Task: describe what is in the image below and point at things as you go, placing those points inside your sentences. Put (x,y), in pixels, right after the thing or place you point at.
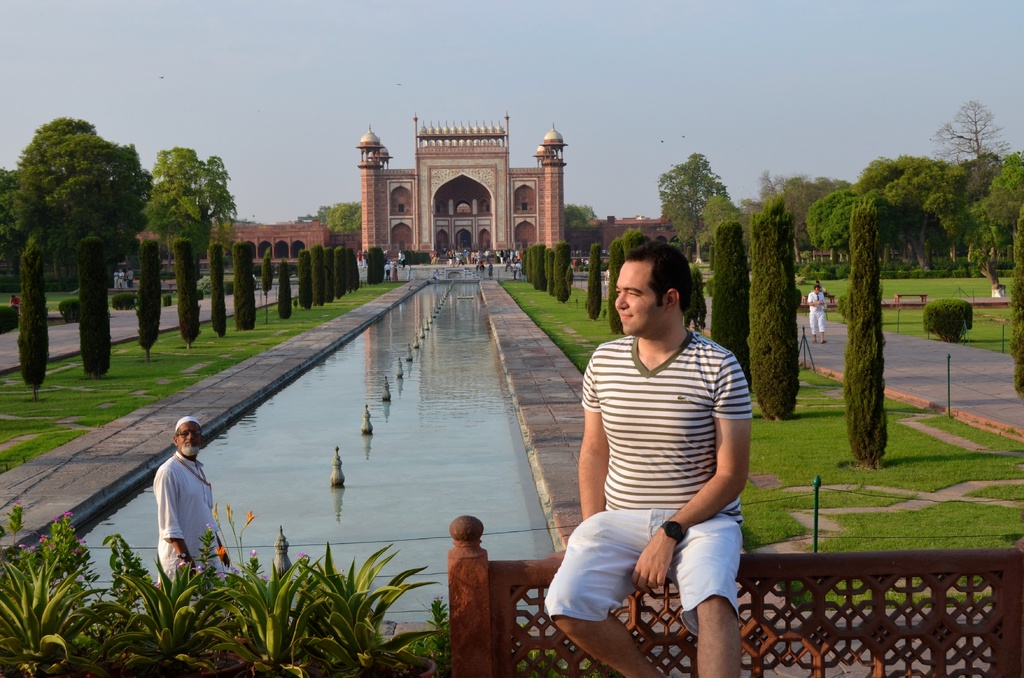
On the left side (13,594), there are plants (347,607). Some of them are having flowers (224,555). Behind these plants (213,600), there is a person (164,511) in a white color dress (165,513). On the right side (848,595), there is a person (607,362) sitting on a wall (452,555). In the background (490,235), there is water (496,393), there are buildings (470,236), trees (823,217), persons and grass (18,429) on the ground (53,429) and there are clouds (226,71) in the sky (713,72).
